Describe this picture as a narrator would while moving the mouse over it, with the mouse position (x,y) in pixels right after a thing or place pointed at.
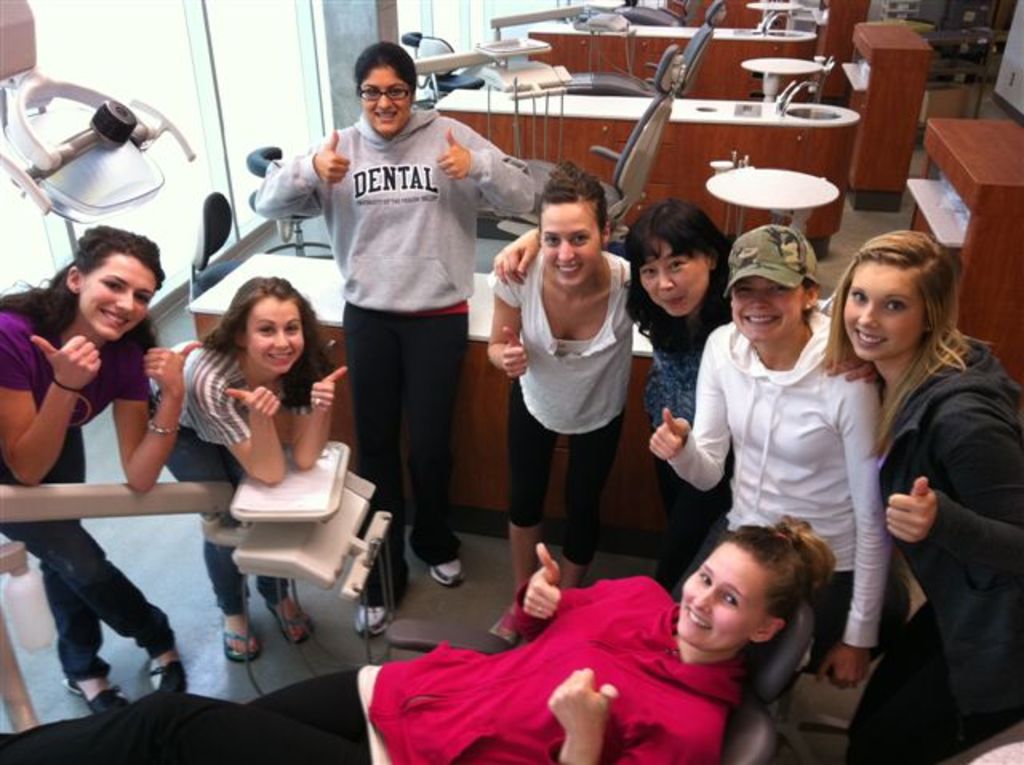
In this image we can see some women (447,383) standing in a room (225,102) and a woman (368,716) lying on the chair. In the background (1019,259) there are some chairs (661,136) and tables (690,99).
